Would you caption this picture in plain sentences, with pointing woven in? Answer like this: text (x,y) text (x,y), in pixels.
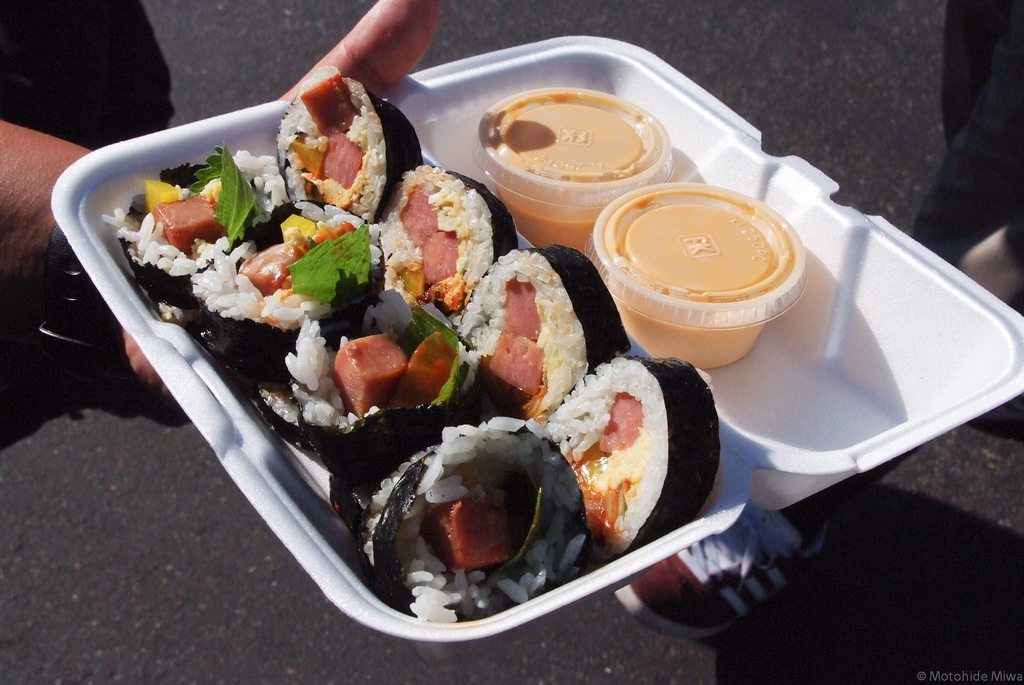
In the image there is a white plate (812,225) with rice (252,297), leaves (305,290) and some other food items (415,271). And there are two boxes (660,264) in the plate (812,209). On the left side of the image (35,143) there is a person hand (25,213) holding a plate (254,488). Under the plate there is person leg (830,502) with shoe (698,591).
